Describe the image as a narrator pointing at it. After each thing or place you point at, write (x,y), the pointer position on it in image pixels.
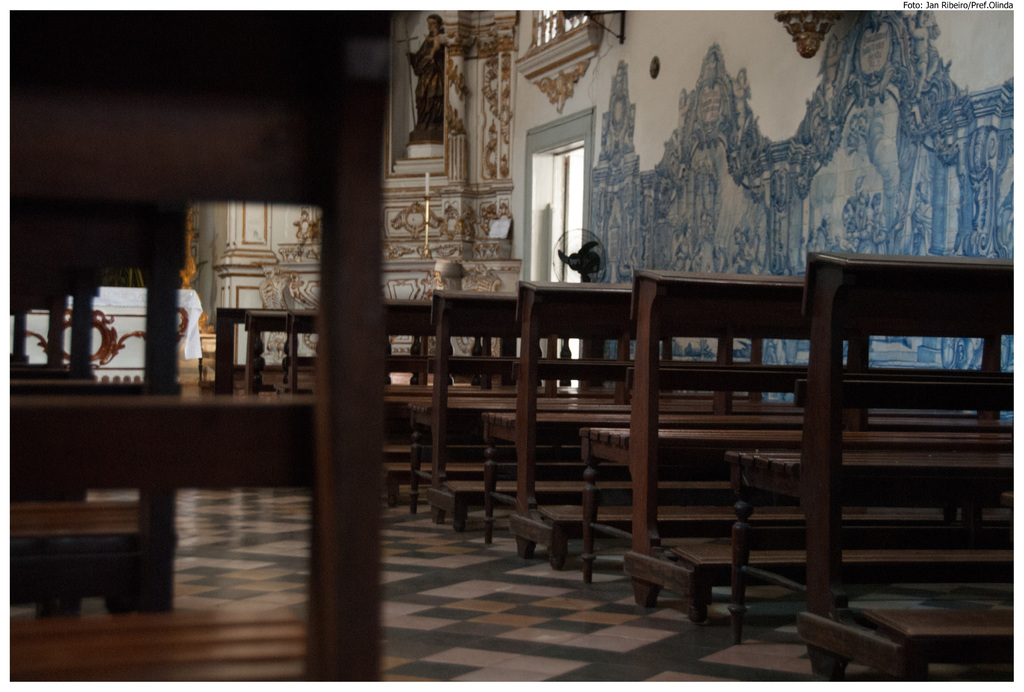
In the image in the center (639,390), we can see benches (720,281). In the background (489,205) there is a statue (438,59) and some art work (629,162) on the wall (515,135).
